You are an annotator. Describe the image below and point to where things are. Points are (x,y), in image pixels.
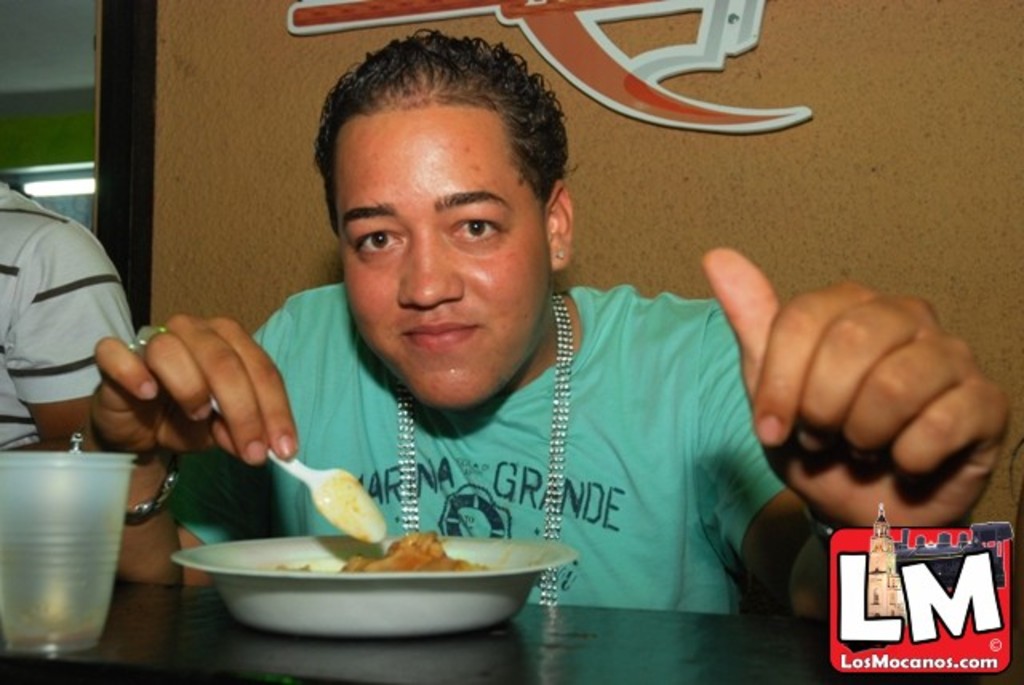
In the image we can see two people (338,389) sitting and the right side person (607,487) is wearing a neck chain (574,354), ear studs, finger ring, bracelet (155,502) and the person (257,459) is holding a spoon (292,471) in hand (227,425). Here we can see the table (537,647), on the table (537,647), we can see the plate (314,619) and glass (80,611) and we can see food item (407,554) in the plate (386,576). Here we can see the wall (333,66), lights (66,181) and on the bottom right (908,585) we can see the watermark (866,588).
